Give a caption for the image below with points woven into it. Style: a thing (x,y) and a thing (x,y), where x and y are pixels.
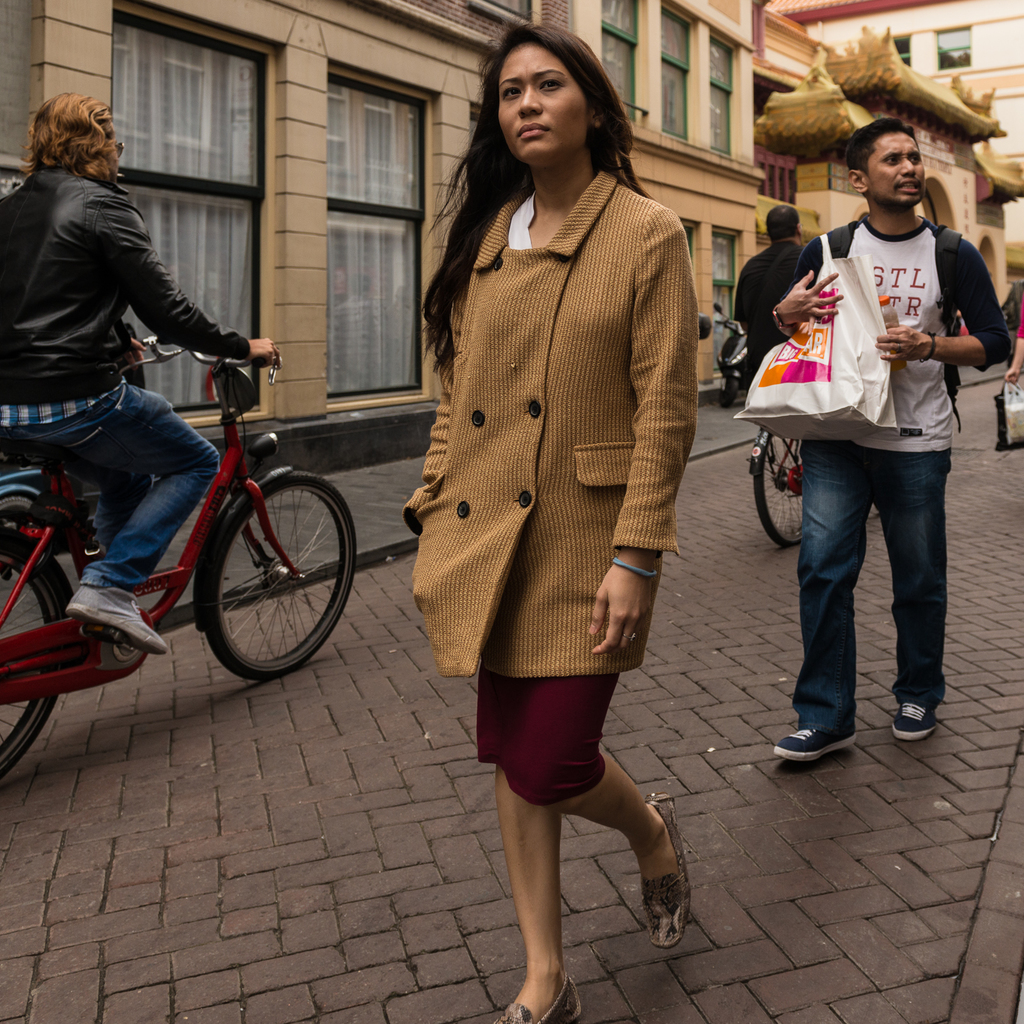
In this picture we can see a woman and a man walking on the road (300,909). And here we can see two persons (143,556) on the bicycle (3,650). And this is the building (681,112).
